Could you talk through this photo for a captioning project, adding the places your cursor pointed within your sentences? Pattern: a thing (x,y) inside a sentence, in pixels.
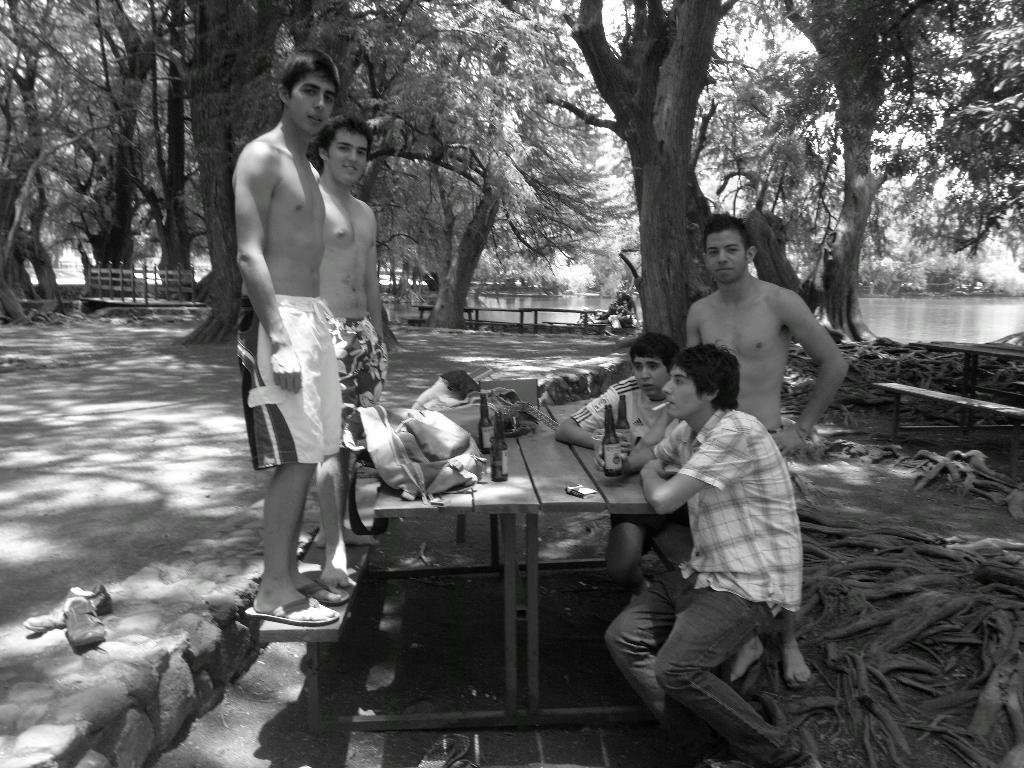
It is a black and white picture group of people (305,506) are sitting around the table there are few bottles (625,408) on the table (505,534) in the background (498,242) there are lot of trees (499,203) fencing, behind it there is a lake (922,316).
